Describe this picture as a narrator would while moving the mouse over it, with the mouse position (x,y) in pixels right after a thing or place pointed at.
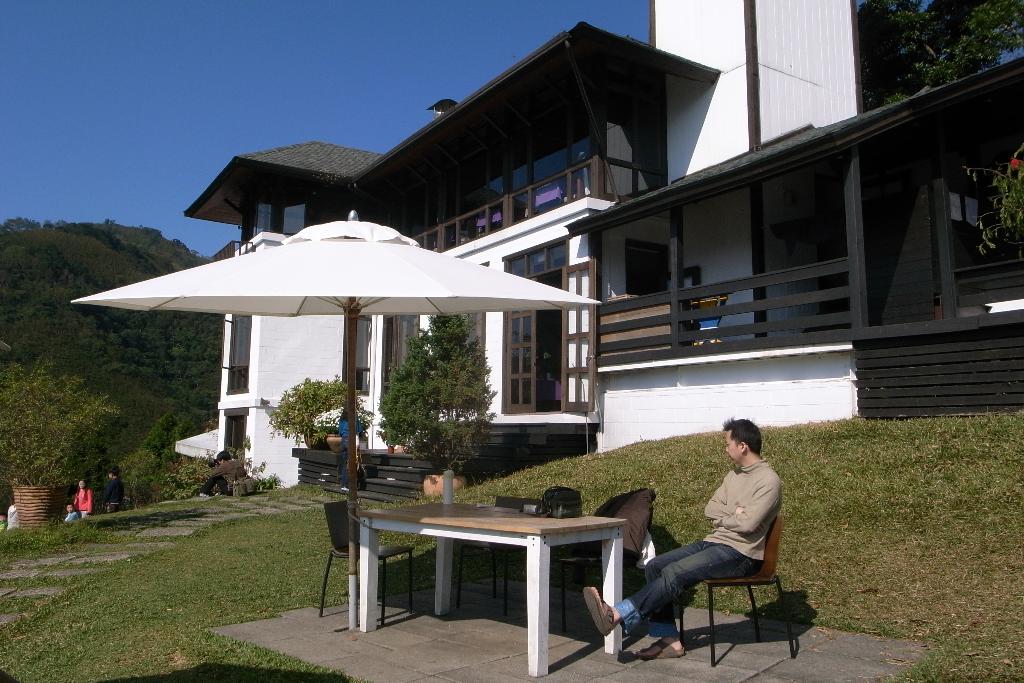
This picture describes about group of people (661,581), in the right side of the given image we can see a man (709,557), he is seated on the chair (753,615), in front of him we can find a table (366,531) and an umbrella (395,303), in the background (306,208) we can find a house (639,148) and trees (62,240).
